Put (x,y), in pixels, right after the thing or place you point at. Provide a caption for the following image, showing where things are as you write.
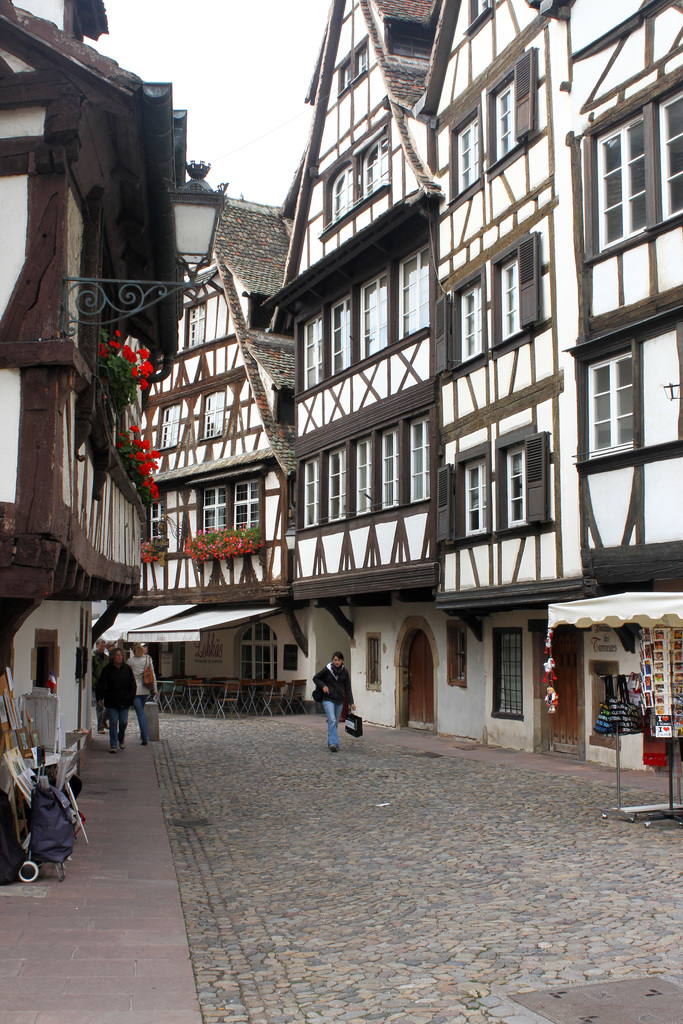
In this image I can see in the middle (326,668) a person (336,697) is walking, this person (340,705) wore a black color sweater (340,685) and a blue color trouser (334,717). There are buildings (254,420) on either side of this image and there are flower plants (131,475) also. At the top (254,79) there is the sky (258,144).
